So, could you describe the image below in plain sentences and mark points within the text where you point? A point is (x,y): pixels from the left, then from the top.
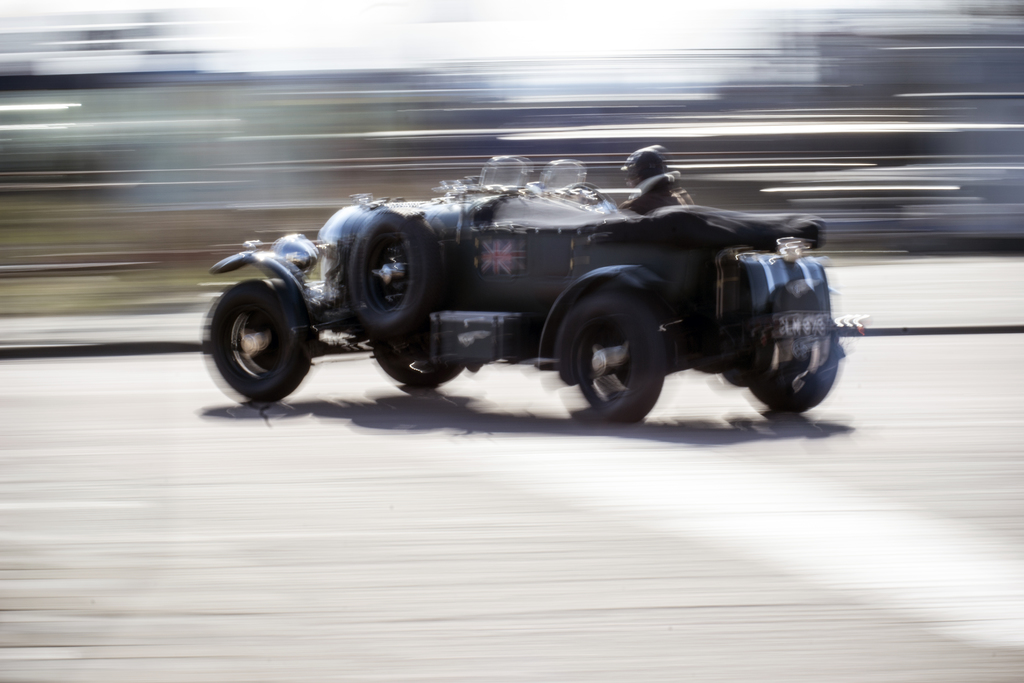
In the foreground of this image (655,191), there is a man (640,187) on a vehicle (548,340) which is on the road (334,485) and the background (155,242) image is blur.
